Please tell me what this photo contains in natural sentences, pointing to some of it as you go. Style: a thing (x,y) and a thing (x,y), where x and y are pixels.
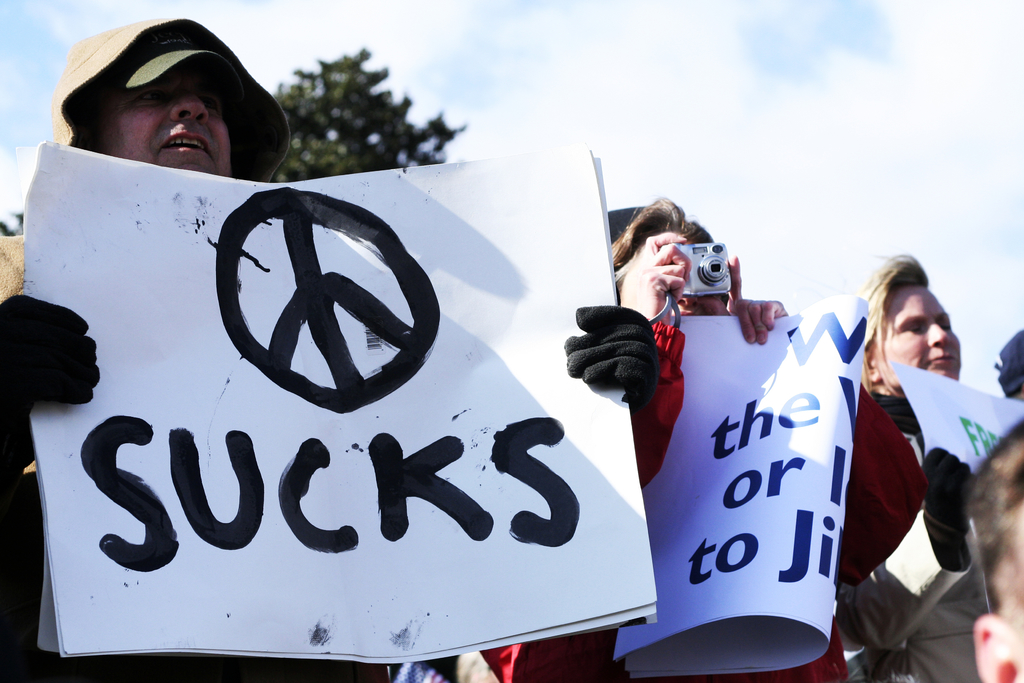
This picture describes about group of people (663,452), few people (886,468) are holding placards (839,410), and we can see a camera (703,257) and a tree (359,168).
